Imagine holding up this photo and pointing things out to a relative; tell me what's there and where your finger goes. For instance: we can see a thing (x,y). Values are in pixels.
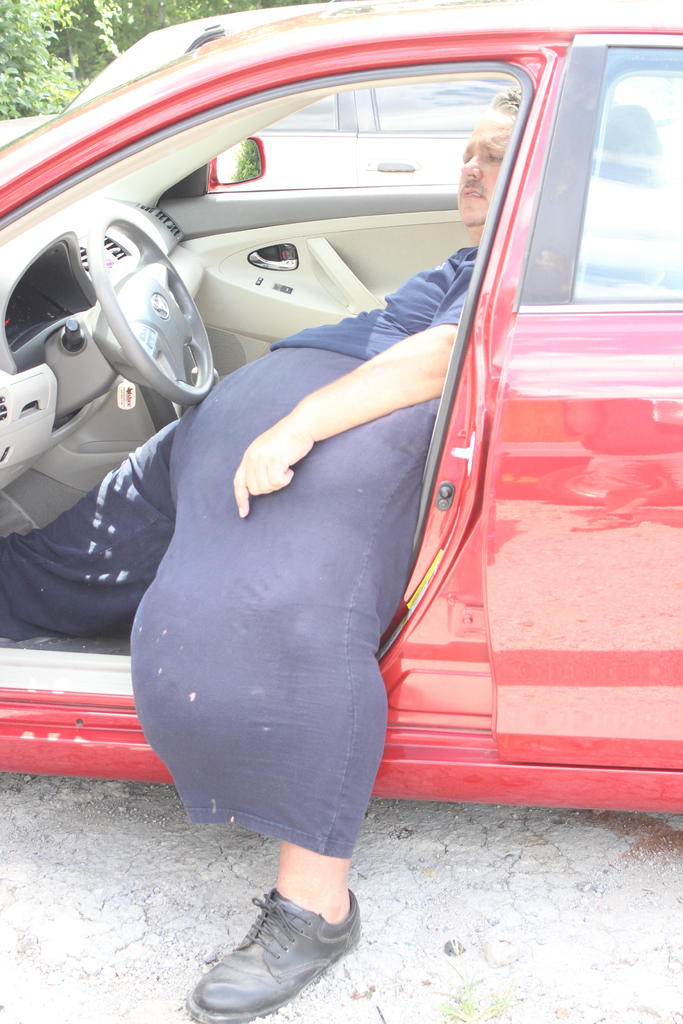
In this image I can see a person (246,571) sitting in a red car (97,139). There is another car (290,171) and trees (88,78) at the back (81,47).
